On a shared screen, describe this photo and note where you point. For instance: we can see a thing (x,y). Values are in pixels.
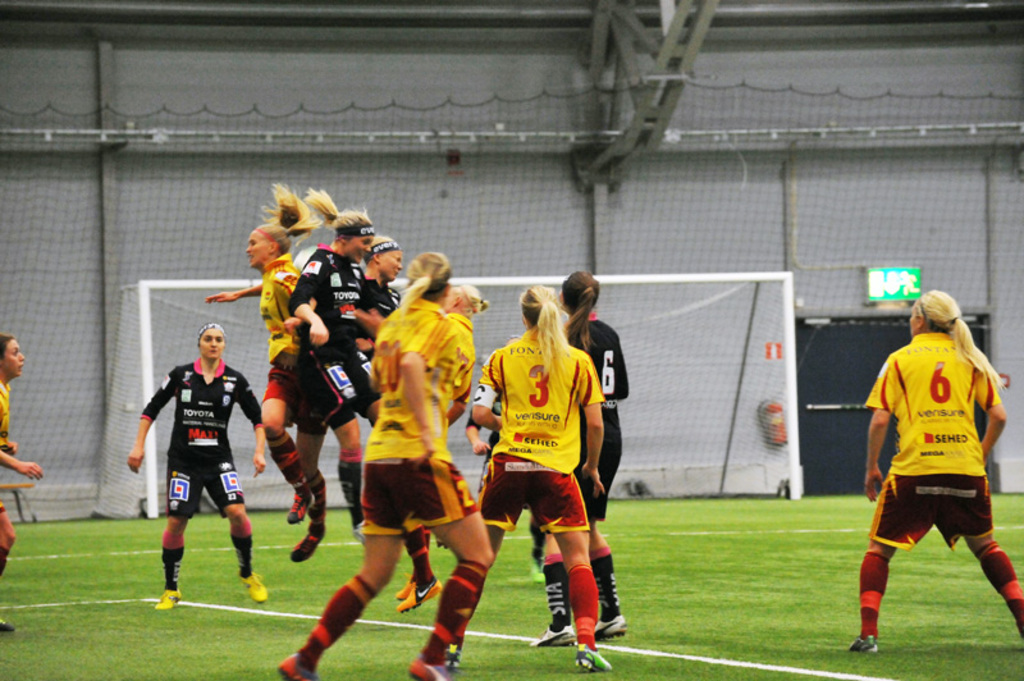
In the picture I can see few women (566,509) standing on a greenery ground (442,565) and there are three women (314,329) in the air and there is a net (607,297) and a fence (449,209) in the background (416,185).
